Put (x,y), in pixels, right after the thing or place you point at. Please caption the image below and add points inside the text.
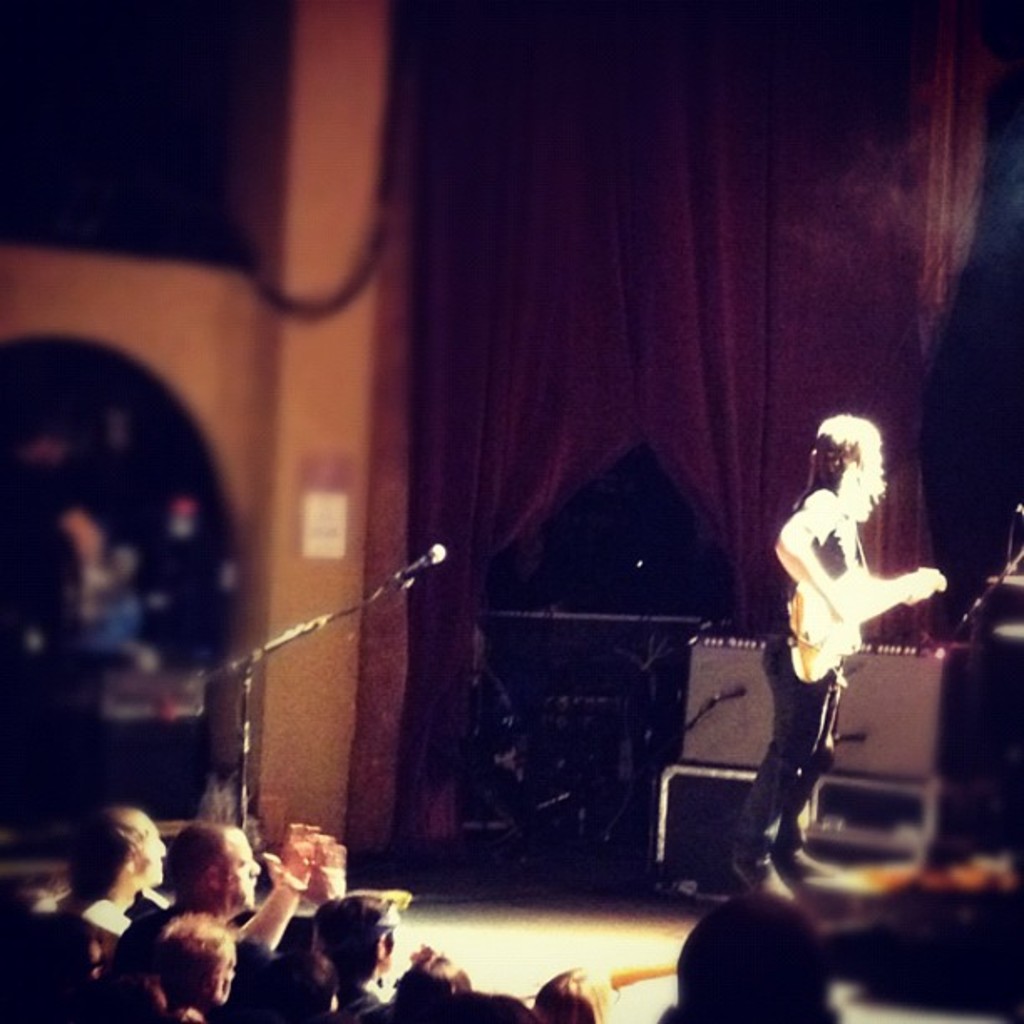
The image looks like it is clicked in a concert. To the right (792,600), the person (758,808) is standing and playing the guitar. At the bottom (238,978) there is a crowd (719,1002), listening and watching to a singer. At the background (289,138) there is curtain (832,173), wall (147,369).
